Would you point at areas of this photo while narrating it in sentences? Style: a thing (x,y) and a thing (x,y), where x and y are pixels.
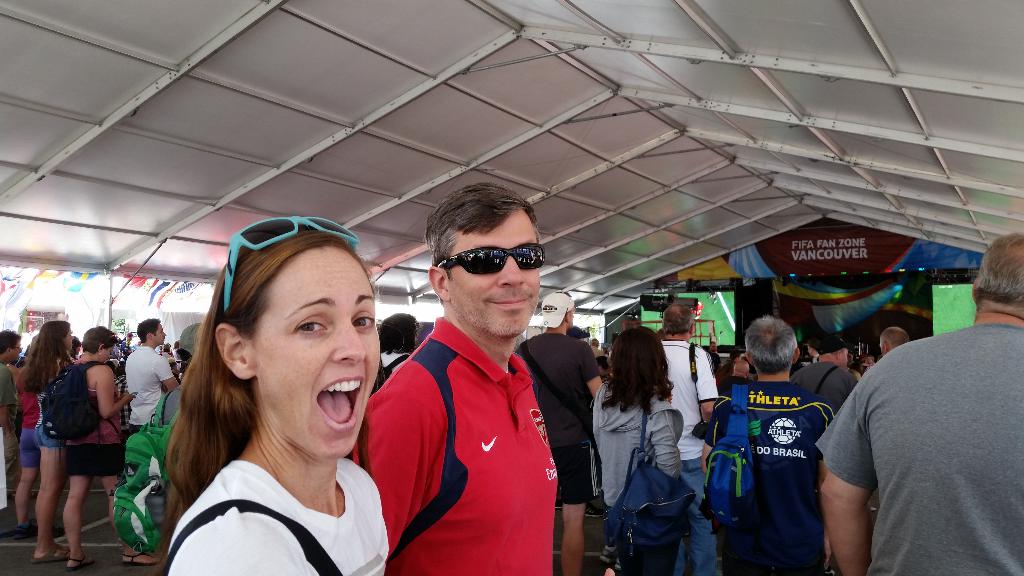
This image consists of many persons (564,366). In the front (333,407), we can see a woman (360,482) wearing a white shirt (270,560). Beside her, there is a man (496,486) wearing a red T-shirt (400,466). At the top (681,138), there is a roof (521,161) in white color.
